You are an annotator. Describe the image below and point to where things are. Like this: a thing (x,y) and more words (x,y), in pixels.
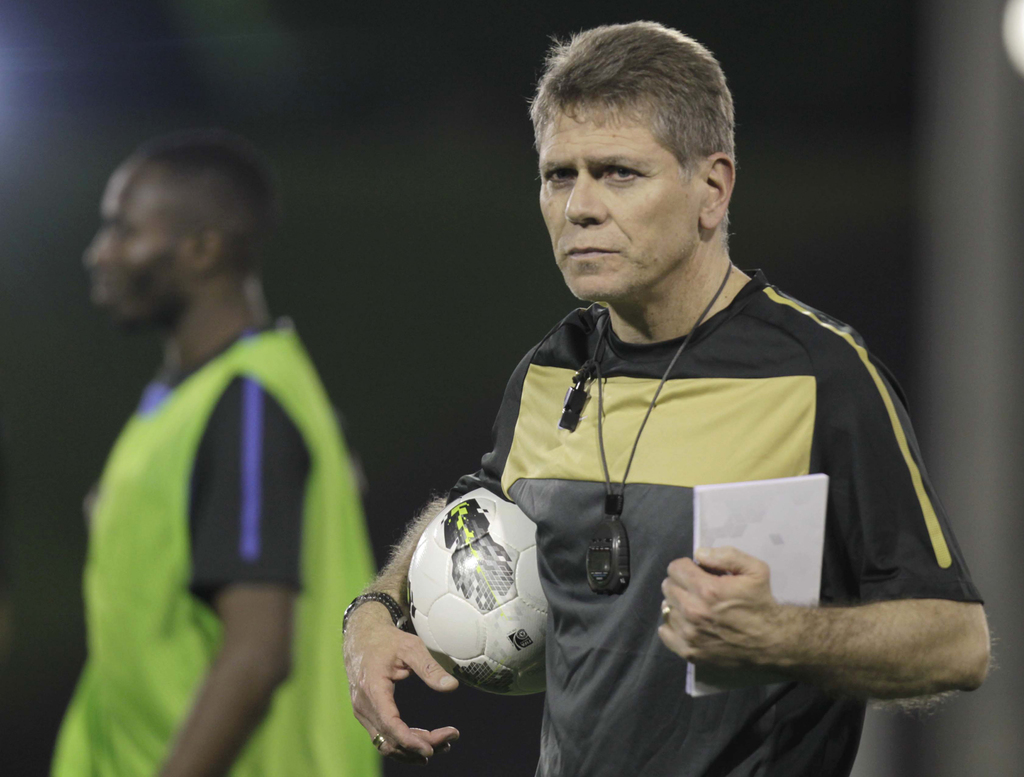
In this image I see a man (580,625) who is holding a ball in one hand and a book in other hand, In the background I can see another man (314,755).
